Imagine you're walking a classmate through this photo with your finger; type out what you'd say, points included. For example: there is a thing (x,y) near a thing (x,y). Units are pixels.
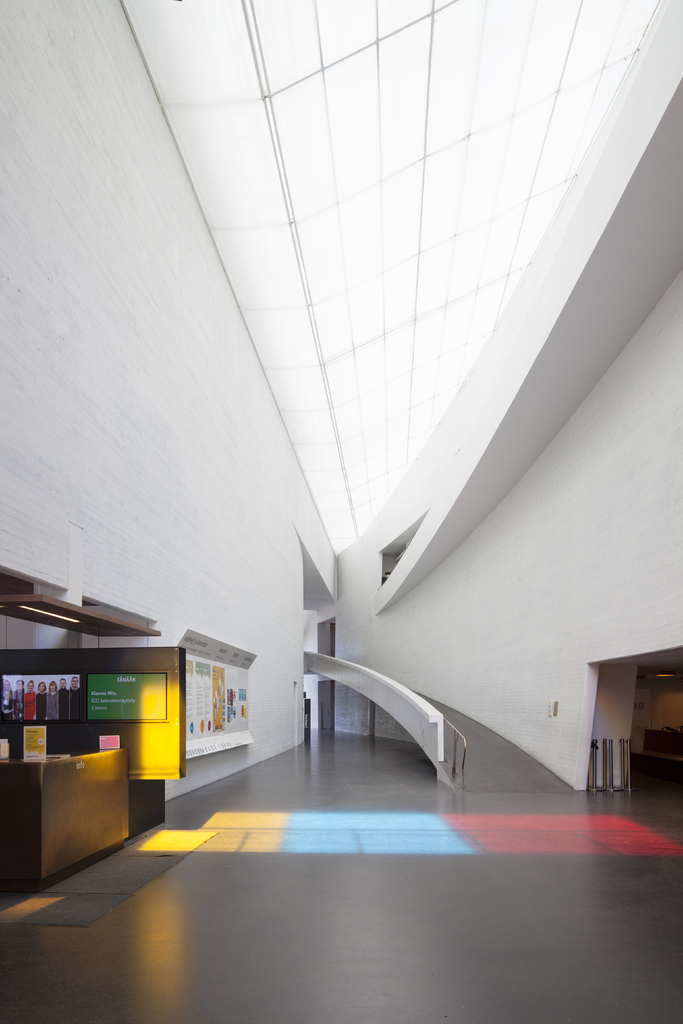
In the picture I can see a floor (413,806) which has few colors on it and there is a table (26,774) which has few objects (41,750) placed on it and there are some other objects (42,687) beside it in the left corner (64,704) and there are white walls (194,554) on either sides of it and there are some other objects (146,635) in the background (404,577).
